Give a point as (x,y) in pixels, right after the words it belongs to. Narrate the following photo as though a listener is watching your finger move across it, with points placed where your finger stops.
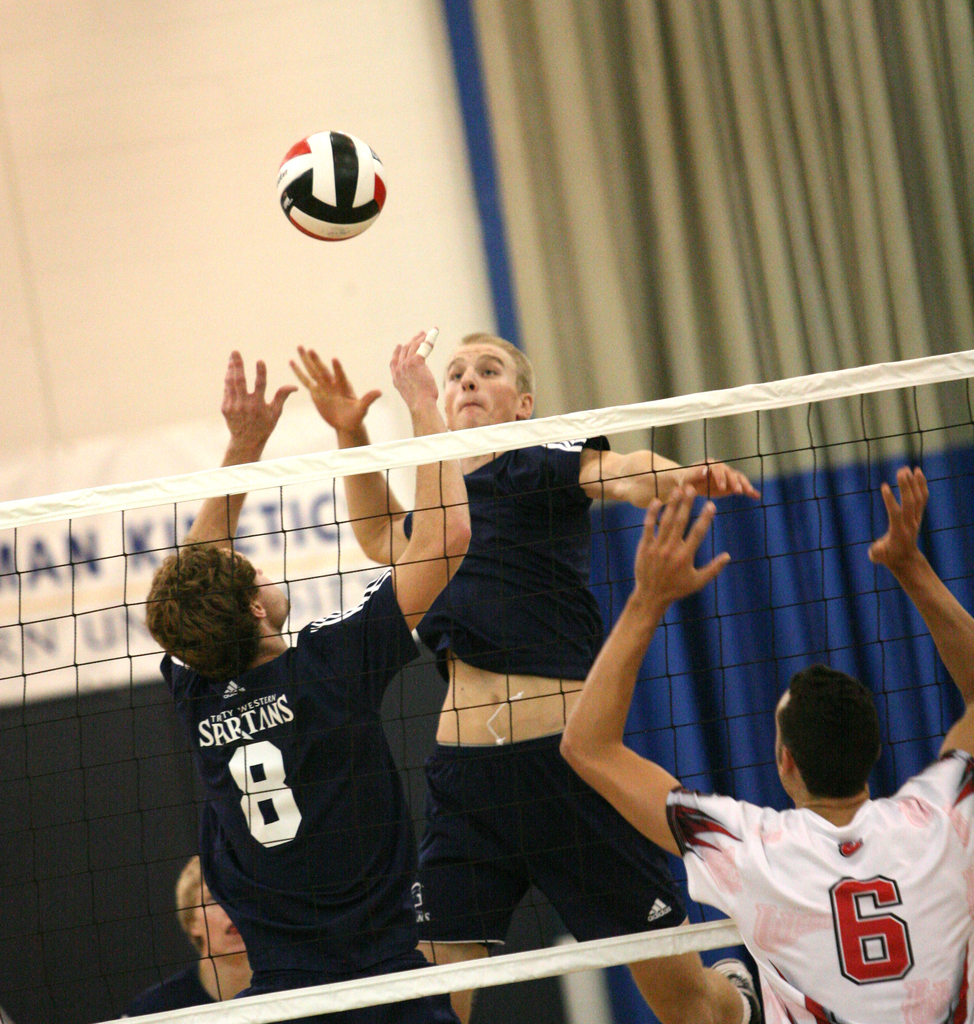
In this image I can see a ball (319,144) and a net (1,508). I can also see 4 men (205,884) were three of them (493,472) wearing same color of dress (497,749) and one is in white color.
